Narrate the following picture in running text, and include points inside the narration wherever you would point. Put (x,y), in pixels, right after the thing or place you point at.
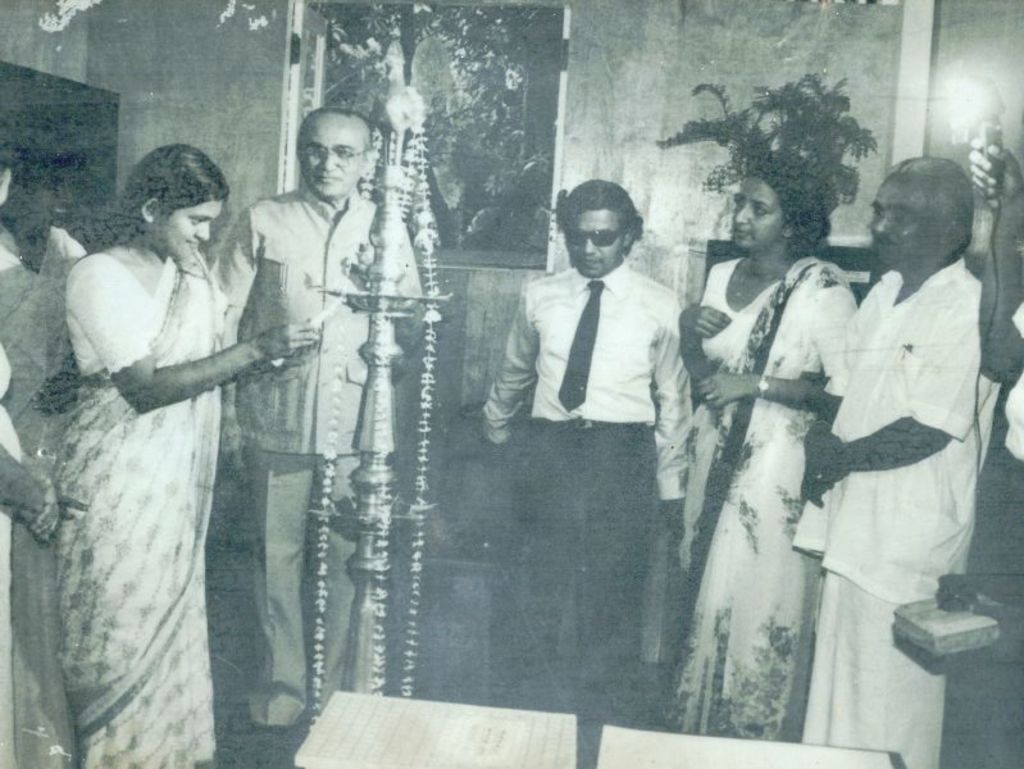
It is the black and white image in which there is a woman (142,384) who is lighting the lamp (355,292). In the background (818,330) there are few people (581,298) who are standing on the ground (656,667). On the right side (788,154) there is a flower vase (798,148) on the cupboard (864,256).
